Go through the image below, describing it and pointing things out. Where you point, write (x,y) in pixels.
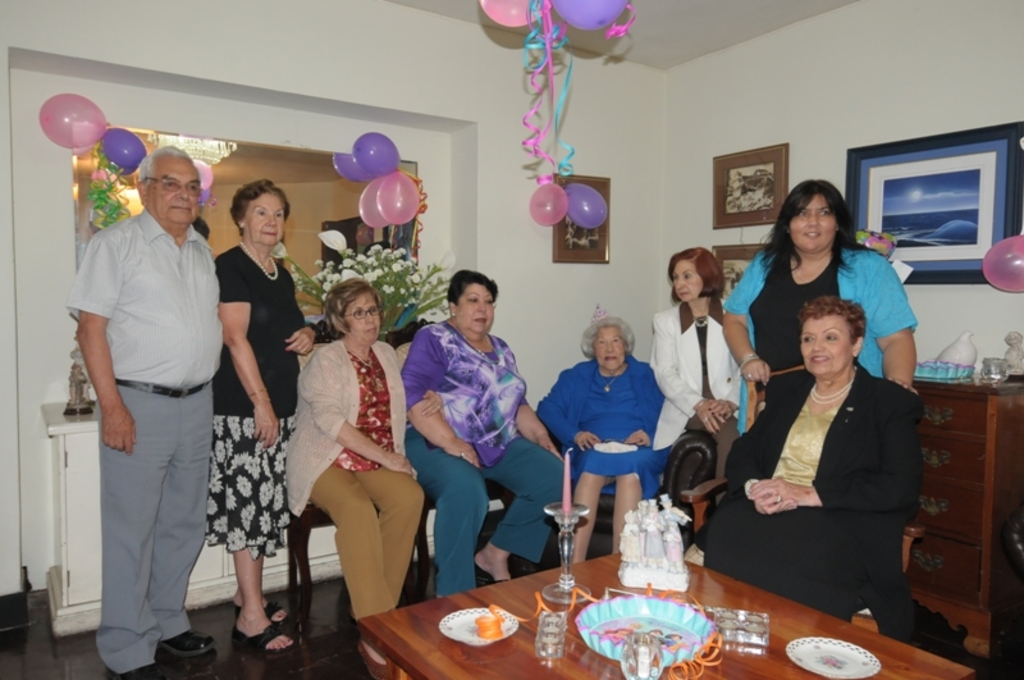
There are group of people (451,426) here in this room (349,656) sitting and standing in front of the table (592,661). On the table (610,581) we can see plate (453,635), glass (652,655), candle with stand (573,506). On the wall (973,307) there are frames (960,267). And there is a table (61,470) here there are also balloons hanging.
